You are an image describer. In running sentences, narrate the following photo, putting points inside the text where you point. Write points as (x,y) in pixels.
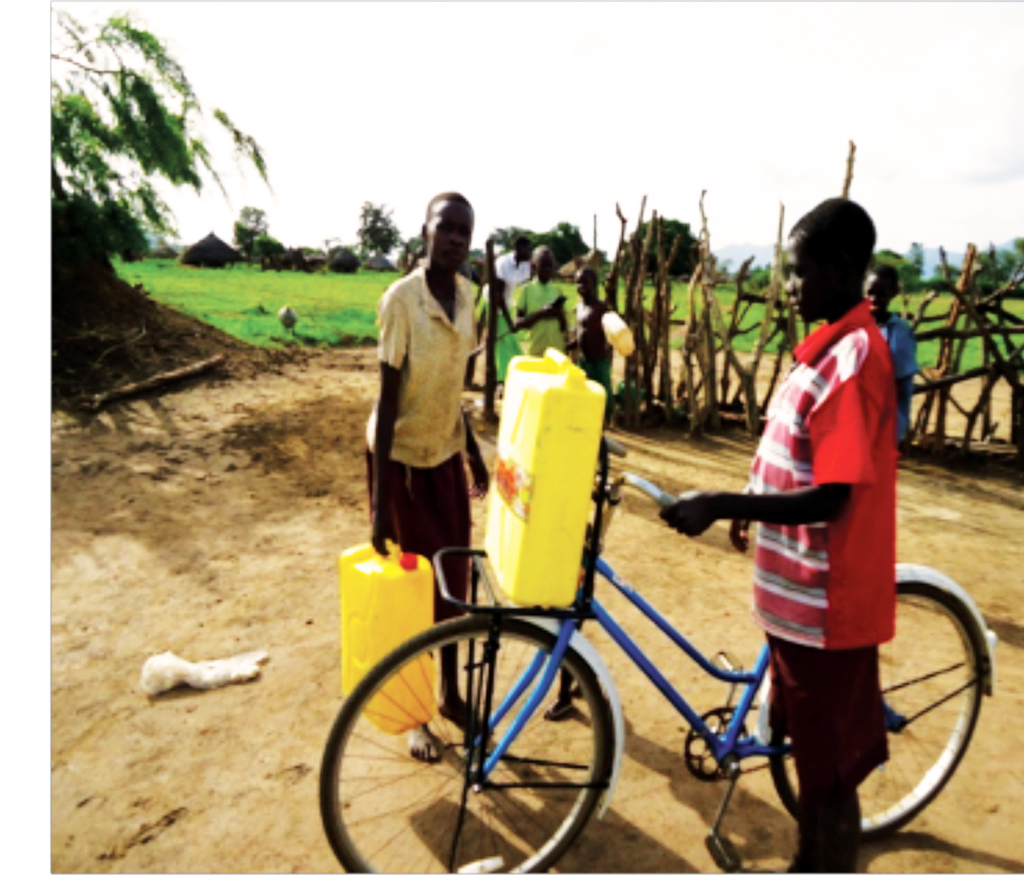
In the picture I can see a boy (890,379) on the right side (739,502) is holding a bicycle (587,562) in his left hand (692,532) and I can see the water can (587,477) in the front carrier (589,614) of a bicycle (582,600). There is another person (396,499) on the left side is also holding the water can (424,604). In the background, I can see the huts (380,256) and trees (371,243).
